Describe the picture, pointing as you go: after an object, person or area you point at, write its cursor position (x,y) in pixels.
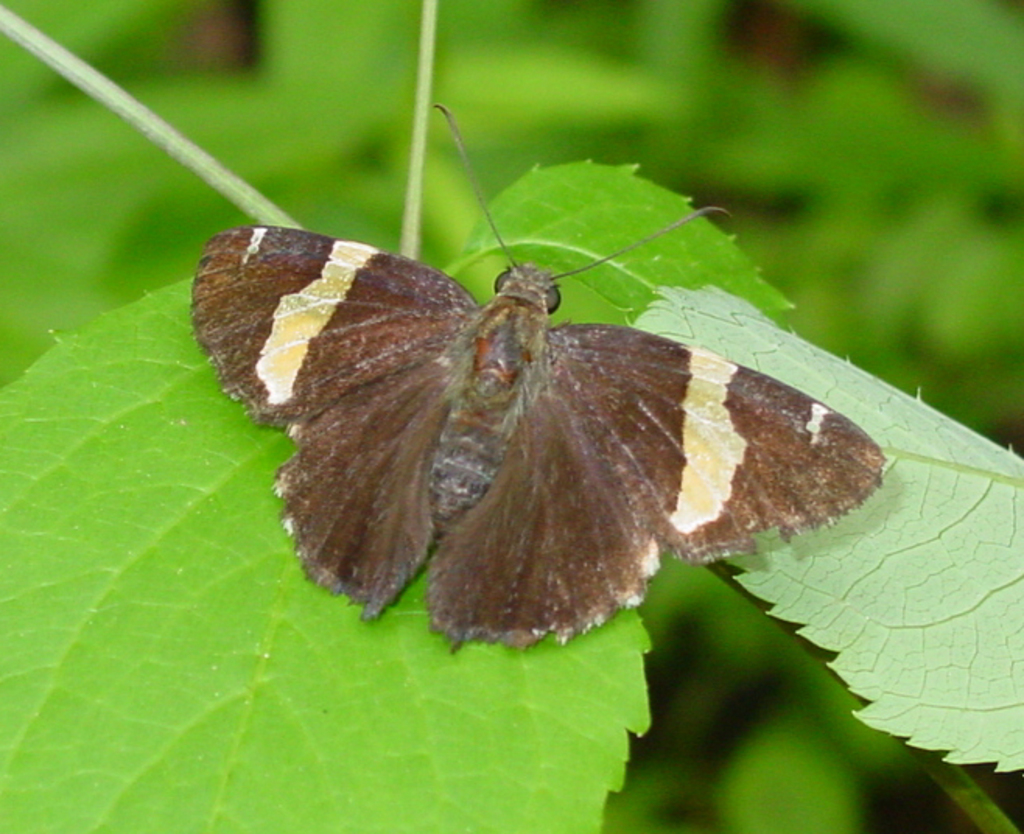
In this image there is a butterfly (523,361) sitting on the leaves (222,513). There are leaves (555,176). There is greenery (963,176) in the back side (914,202).
